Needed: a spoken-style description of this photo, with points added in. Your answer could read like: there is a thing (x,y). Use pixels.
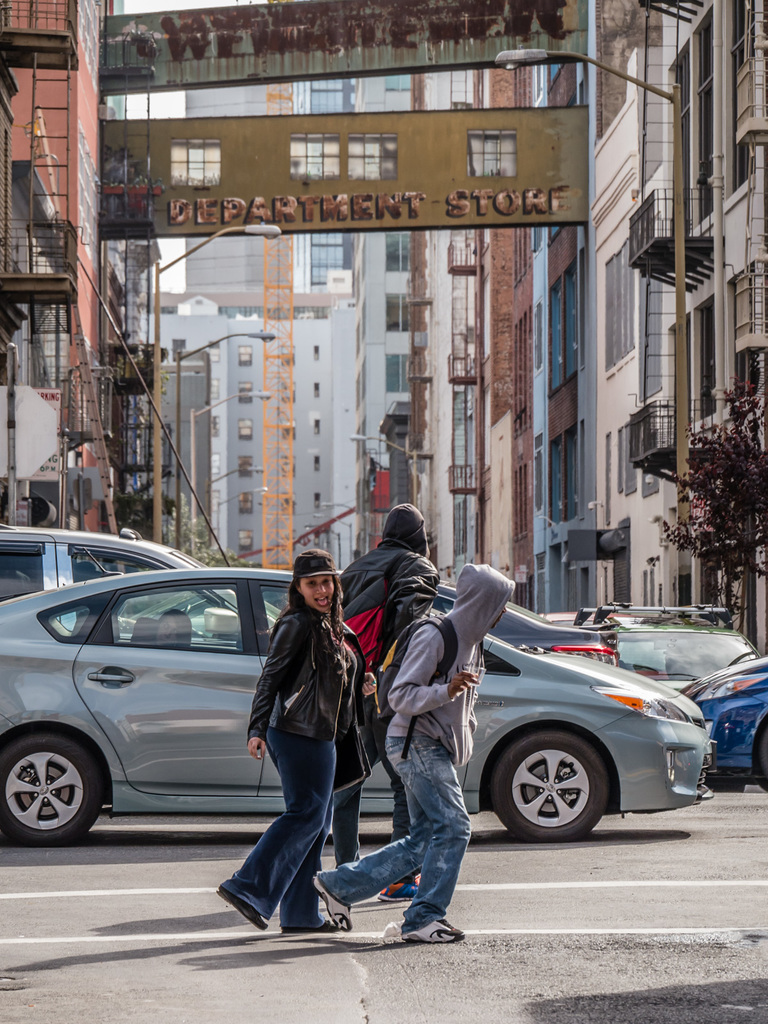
In this image I can see a woman (288,709) wearing black jacket (297,709), blue jeans (321,795) and hat (312,568) is standing and two other persons (409,664) wearing hoodies (470,643) and jeans (416,766) are standing on the road (475,832). In the background (481,726) I can see few vehicles (481,726) on the road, few buildings (415,382), few trees (737,534), a street light pole (207,480), a board (581,185) and a metal tower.
